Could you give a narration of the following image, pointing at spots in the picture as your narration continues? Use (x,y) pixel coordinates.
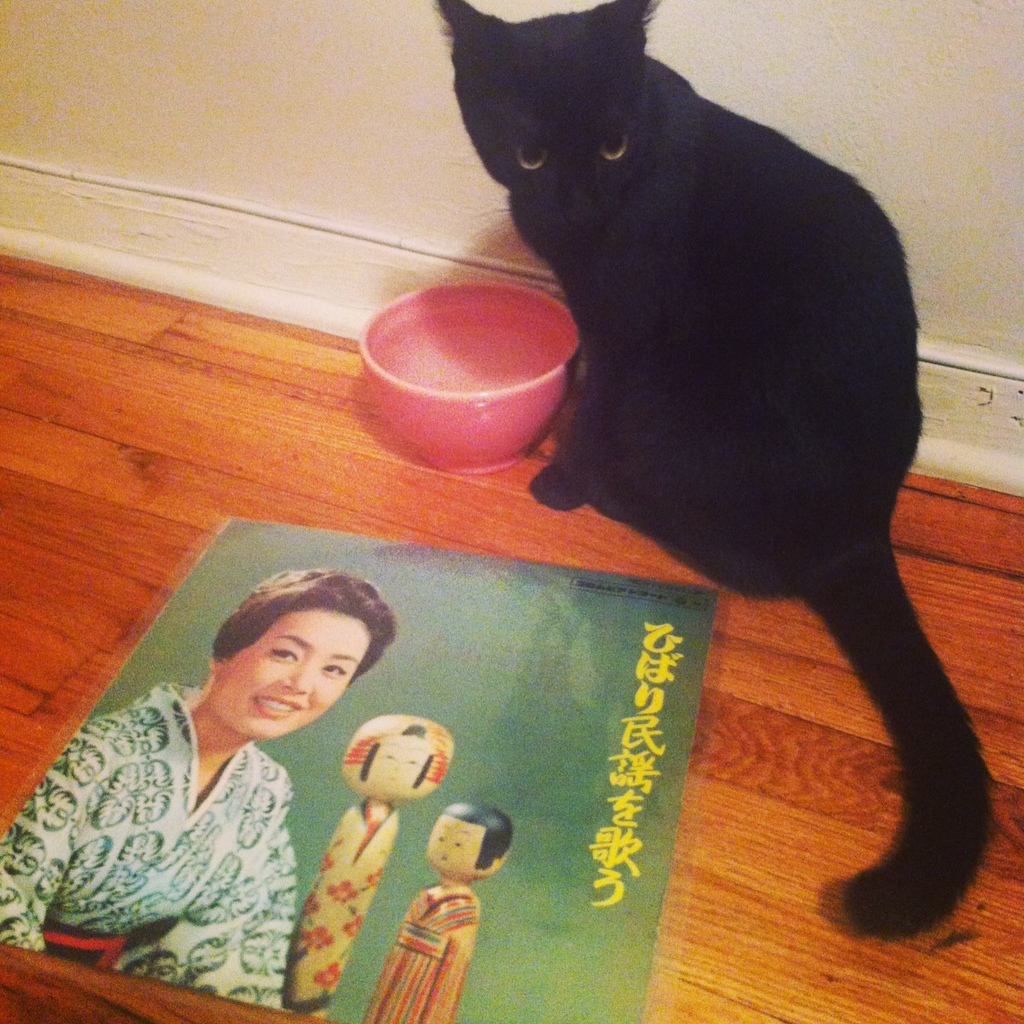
In this image I can see there is a black color cat (718,336) and there is a bowl (565,362) on the floor (722,663). There is a poster (284,805) of a woman (284,805) with two dolls (369,823). In the backdrop (785,35) there is a wall (785,22).
